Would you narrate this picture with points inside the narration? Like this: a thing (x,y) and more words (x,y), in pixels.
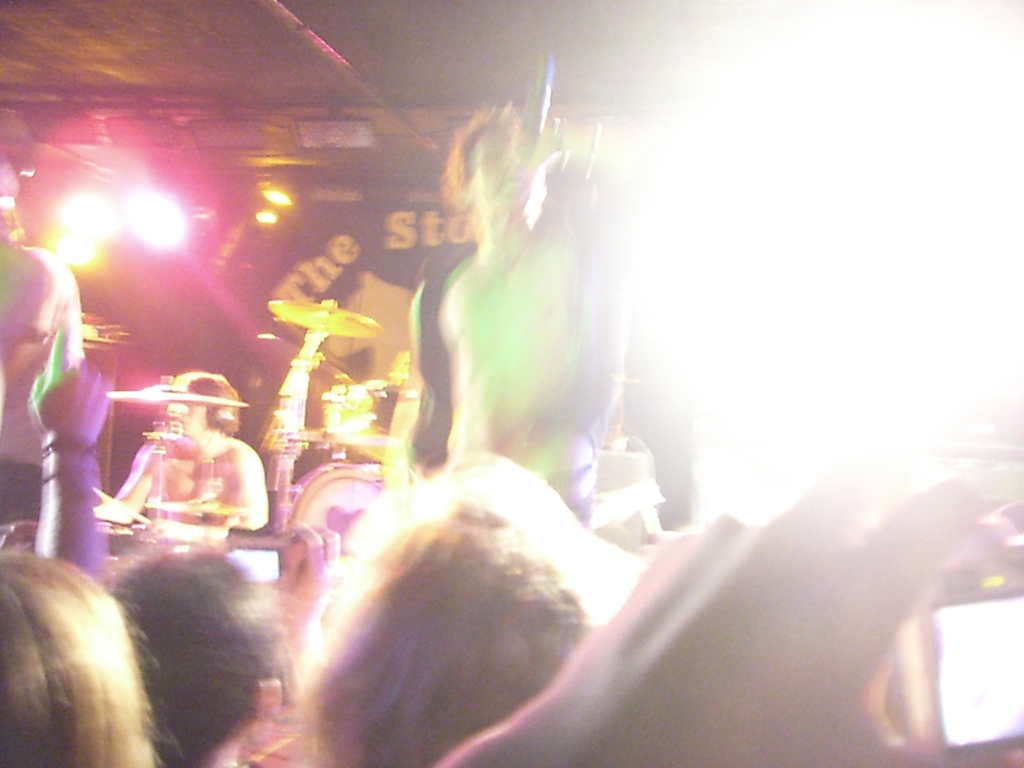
In this image we can see a few people (533,377), one of them is playing drums (332,422), another person (545,280) is holding mic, he is singing, there is a person (296,573) taking a picture using a camera (250,553), there is a banner (378,280) with some text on it, also we can see lights (666,176), and the background (166,179) is blurred.
